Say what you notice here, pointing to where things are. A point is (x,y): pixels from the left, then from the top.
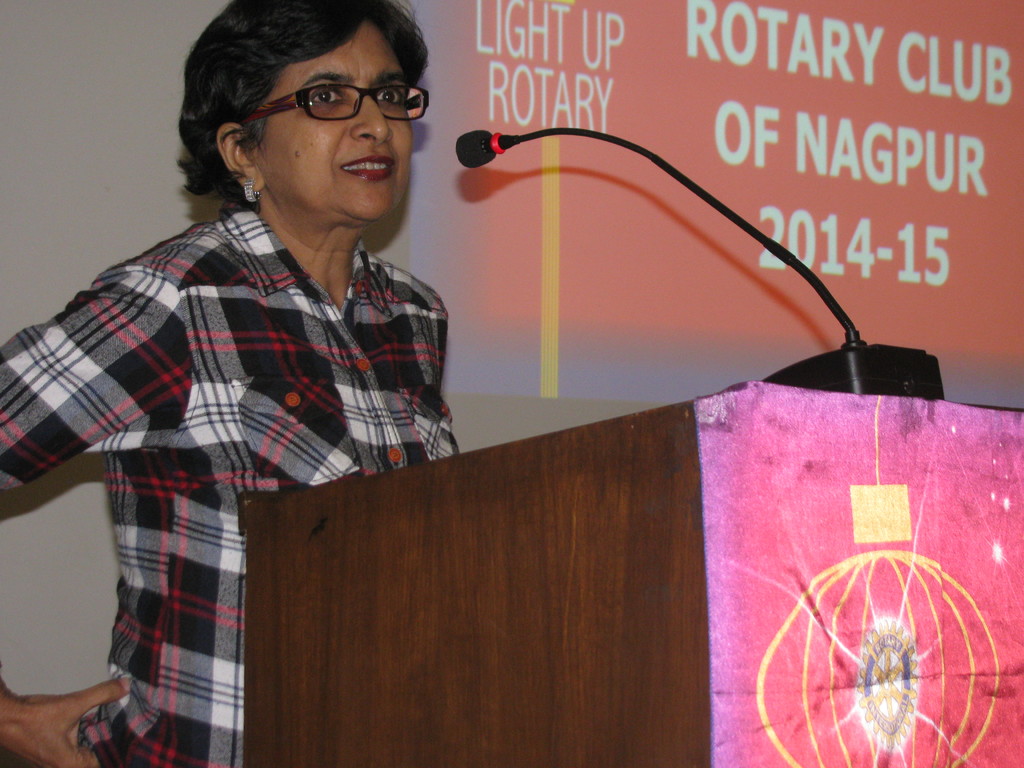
In the picture we can see a woman (216,226) standing and keeping her hand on the hip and talking into the microphone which is on the wooden desk (282,576) and in the background (859,274), we can see a screen (1006,214) on it we can see light up rotary club of Nagpur 2014-2015.
